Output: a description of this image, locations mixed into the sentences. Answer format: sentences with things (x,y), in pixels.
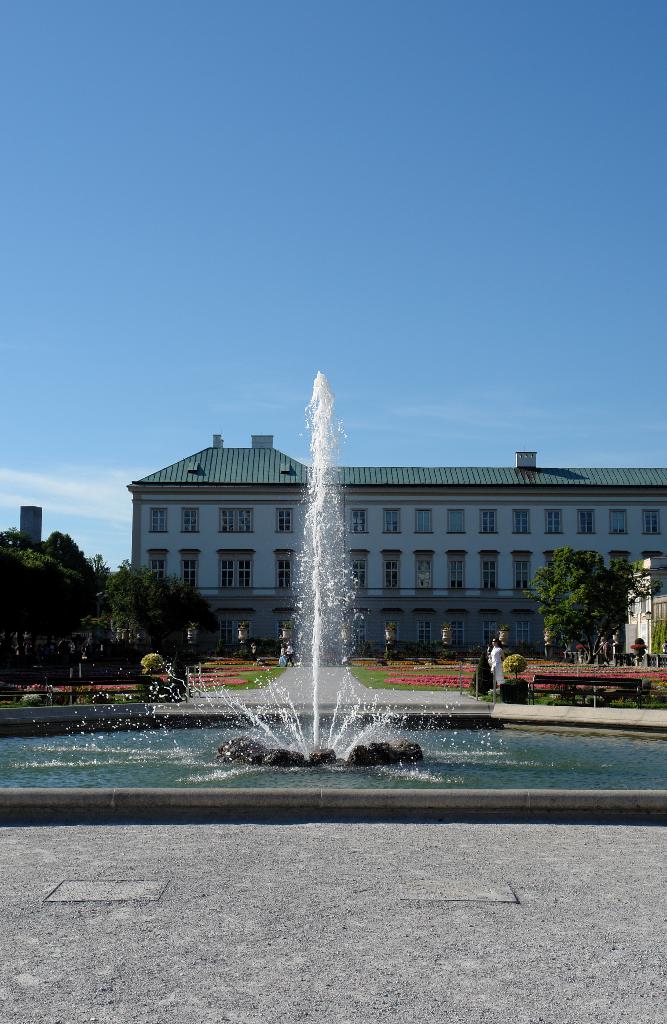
In this image, I can see a water fountain (335,757). On the right side of the image (543,689), I can see a bench (574,685). There are trees (57,598), buildings (434,604) and few people (286,663). In the background (299,301), there is the sky (436,258).
